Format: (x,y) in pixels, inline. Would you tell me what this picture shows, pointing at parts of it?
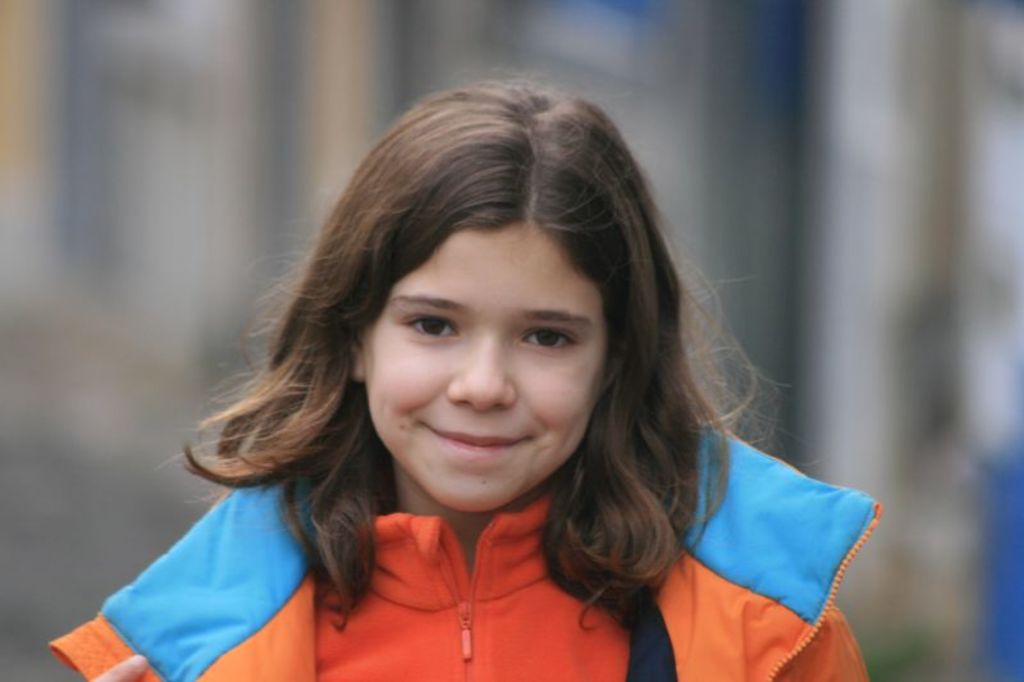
In the image in the center (564,368) we can see one girl (665,550). And she is smiling, which we can see on her face (463,477). And she is wearing orange color jacket (743,611).
